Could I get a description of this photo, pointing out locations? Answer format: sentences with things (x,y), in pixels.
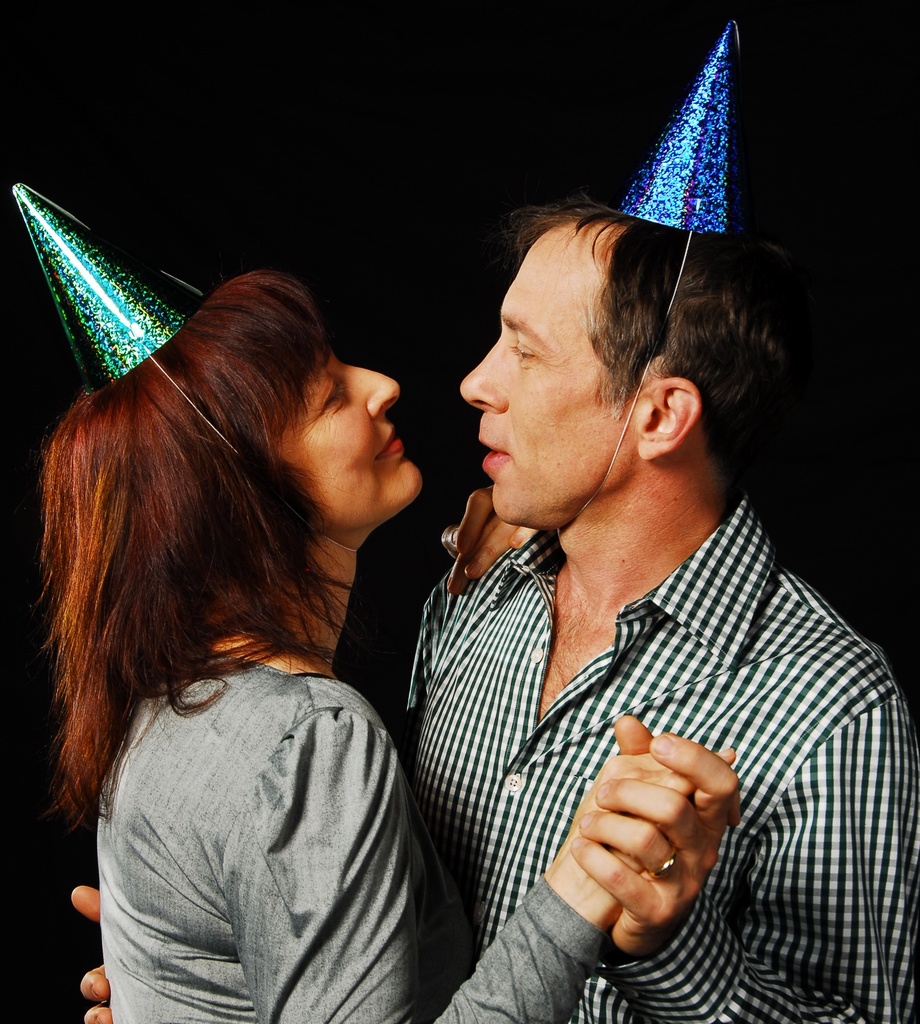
As we can see in the image there are two people (314,608) standing in the front (534,744) and the background (269,112) is dark.
